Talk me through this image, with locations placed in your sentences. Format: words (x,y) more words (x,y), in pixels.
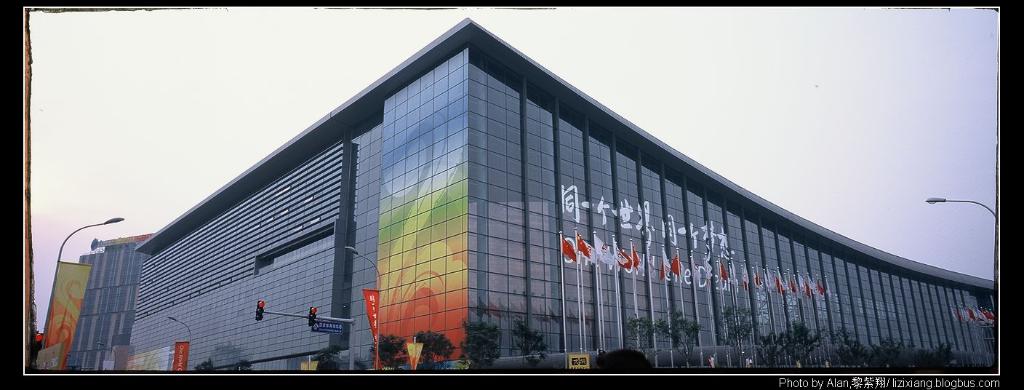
In this image I can see a glass building (458,226). We can see traffic signal (309,318), sign boards (337,327), light-poles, trees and banners (373,308). The sky (769,80) is in white color.
